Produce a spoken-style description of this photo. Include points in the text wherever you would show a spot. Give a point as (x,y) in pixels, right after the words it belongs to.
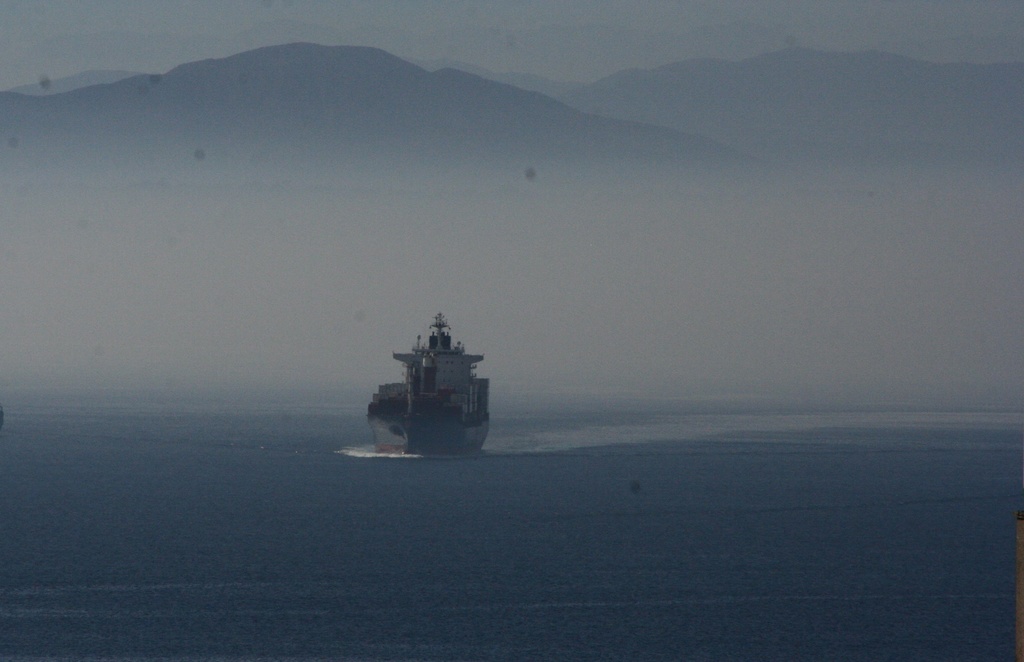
In this image a ship (454,412) is sailing on the ocean (501,466). There are many hills (421,128) at the top of the image (375,115).
